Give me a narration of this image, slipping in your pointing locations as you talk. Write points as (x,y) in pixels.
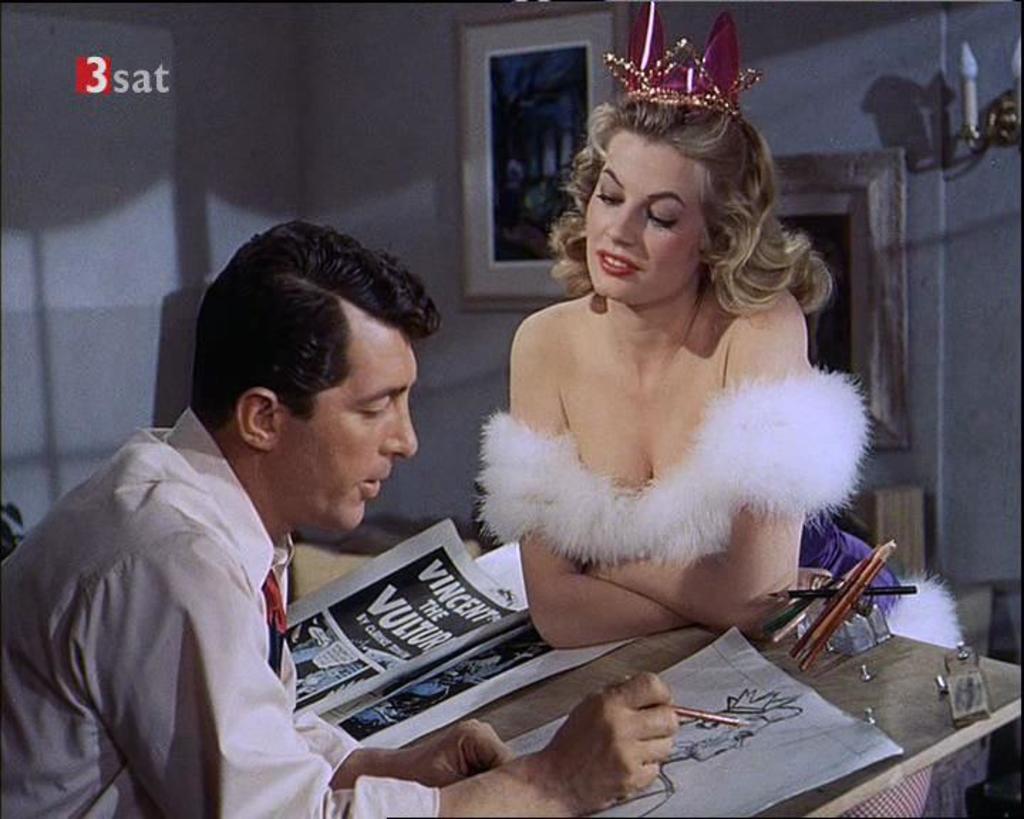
In this image there is one man (242,351) and one woman (539,424) and man (253,478) is sitting and he is painting, in front of him there is a table (1016,696). On the table (848,665) there are some books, pencils (852,601) and some objects (962,663), and in the background (810,202) there are photo frames (853,188), wall (178,347) and some objects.
